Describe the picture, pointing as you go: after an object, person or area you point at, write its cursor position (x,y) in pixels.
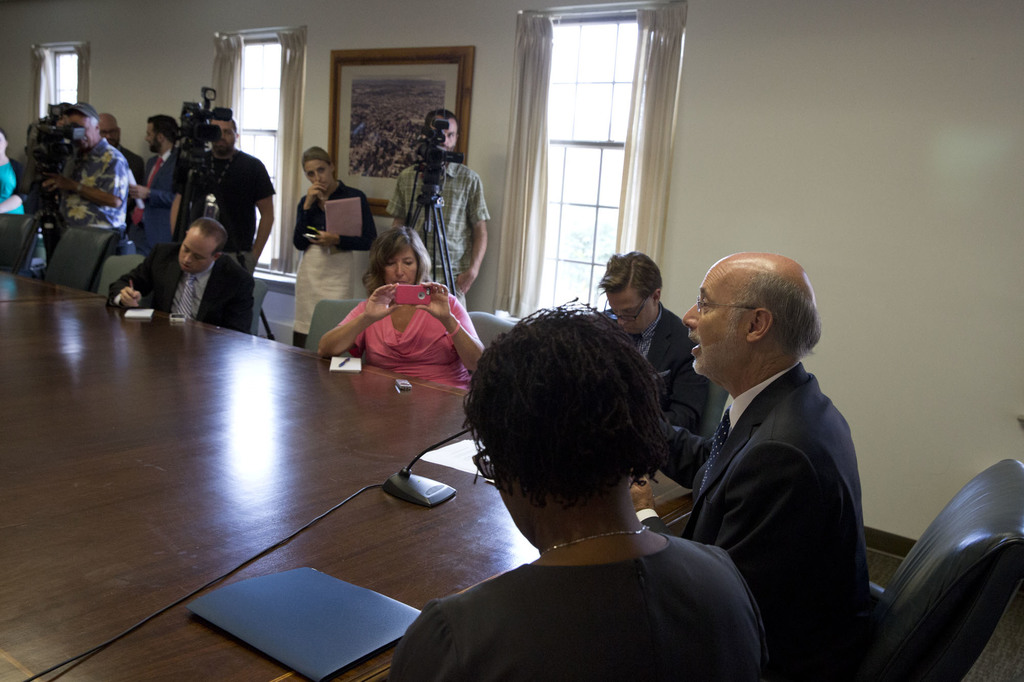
In this picture we can see a group of people (377,337), some people (377,321) are sitting on chairs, some people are standing and in the background (519,229) we can see a wall (824,112), windows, curtains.
